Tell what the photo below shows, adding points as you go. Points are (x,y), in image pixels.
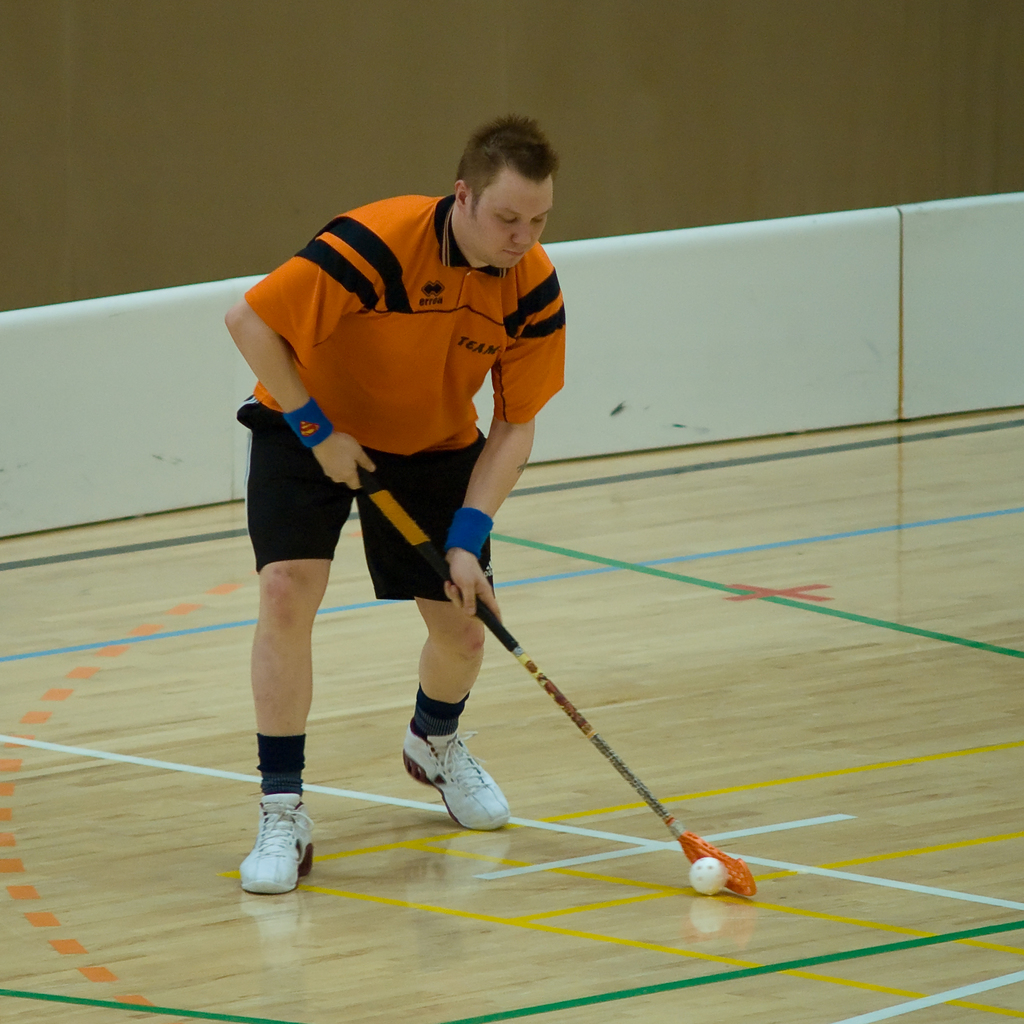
In this image we can see a player (450,694) on the floor (394,886) and he is holding a floor ball stick (733,868). We can also see a plastic ball (707,882). In the background (804,98) there is wall (820,105) and also the white color barrier (852,277).
